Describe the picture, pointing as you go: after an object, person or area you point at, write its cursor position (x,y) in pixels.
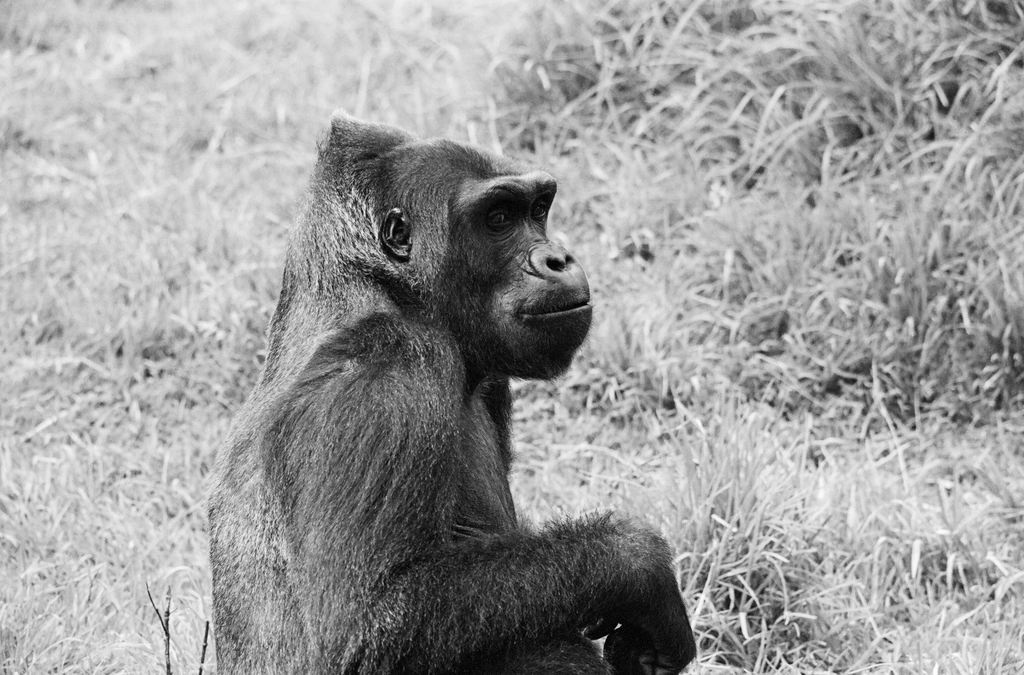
This is the black and white image where we can see the gorilla (449,555). In the background (531,455), we can see the grass (922,331).
